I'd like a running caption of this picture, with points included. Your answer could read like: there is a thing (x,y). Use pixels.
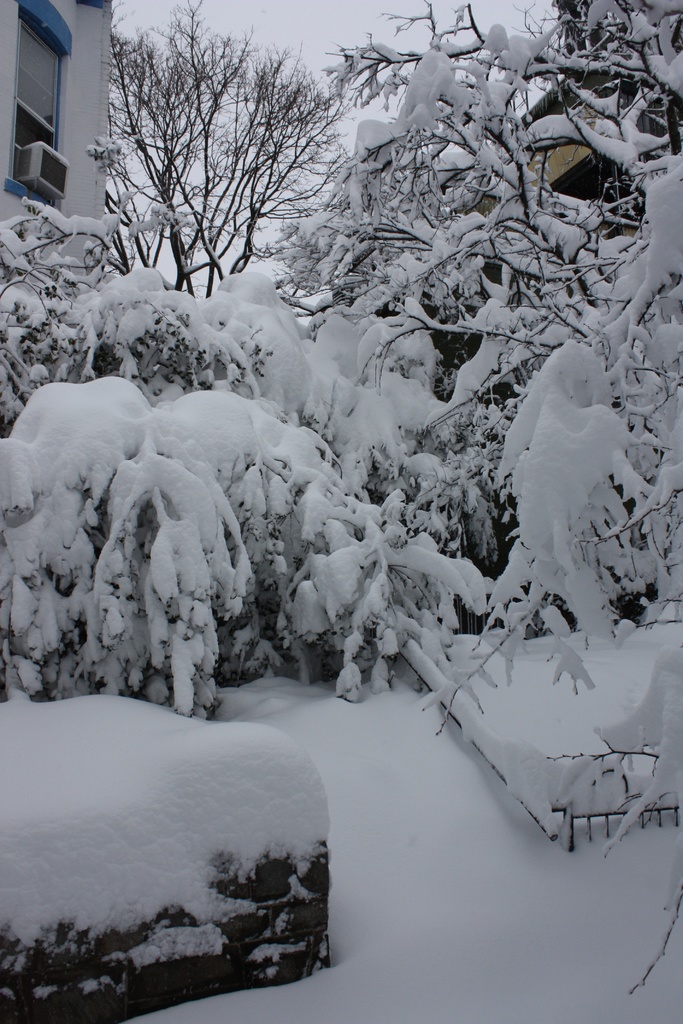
In this picture, we can see trees (411,414) and the ground (587,920) covered by snow (434,695) and we can see some buildings (74,120) with snow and we can see the sky (324,29).
